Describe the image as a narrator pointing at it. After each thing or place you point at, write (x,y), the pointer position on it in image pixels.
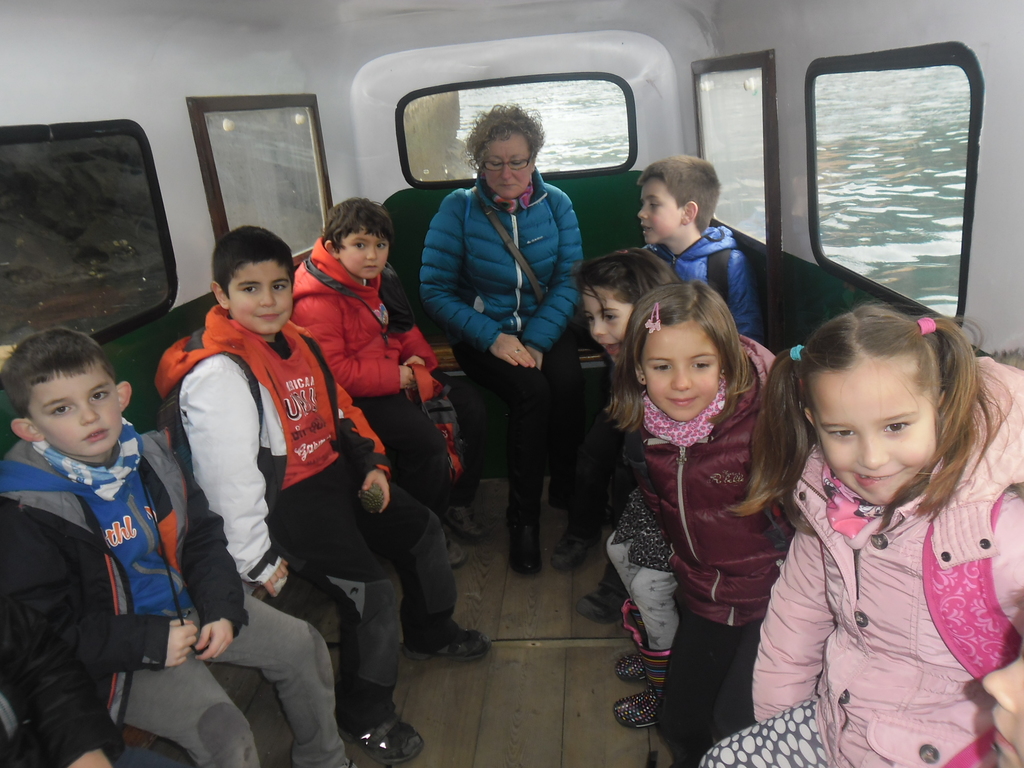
In this image I can see a woman (532,344) and a group of kids (316,741) sitting in a boat (494,728). The boat (510,735) is on the surface of water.
